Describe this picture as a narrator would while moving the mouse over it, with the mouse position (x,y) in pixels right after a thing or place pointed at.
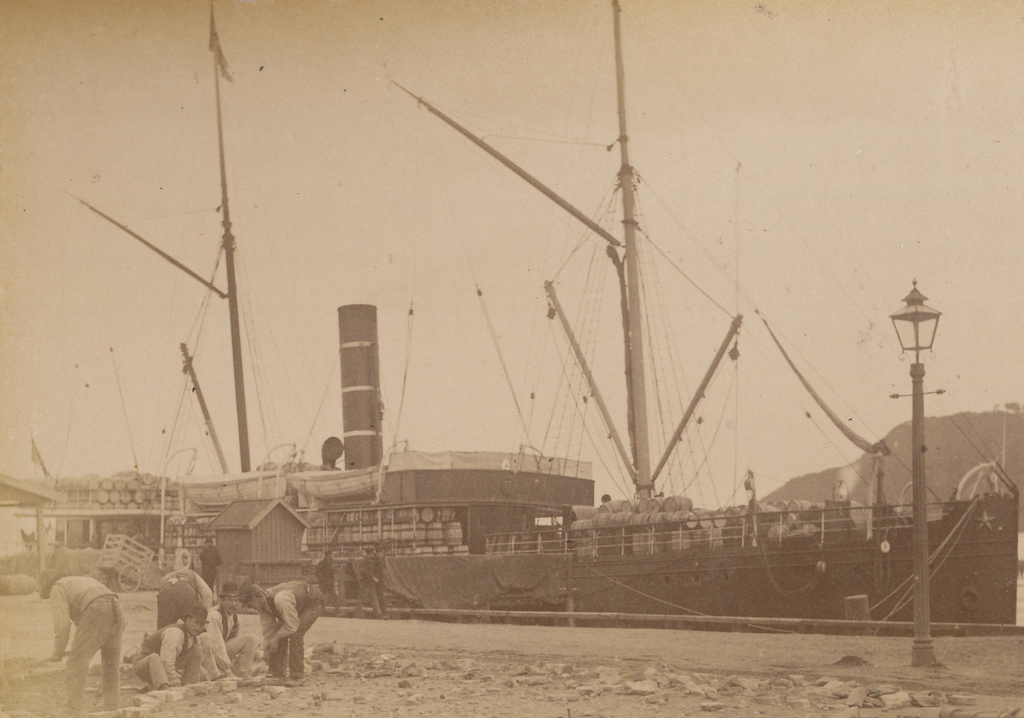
This picture shows a ship (966,612) and we see few people (115,633) and we see a cart (145,552) and a cloudy sky (671,270) and we see stones (249,684) on the ground (516,695) and we see people (208,610) wore hats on their heads (191,622).
